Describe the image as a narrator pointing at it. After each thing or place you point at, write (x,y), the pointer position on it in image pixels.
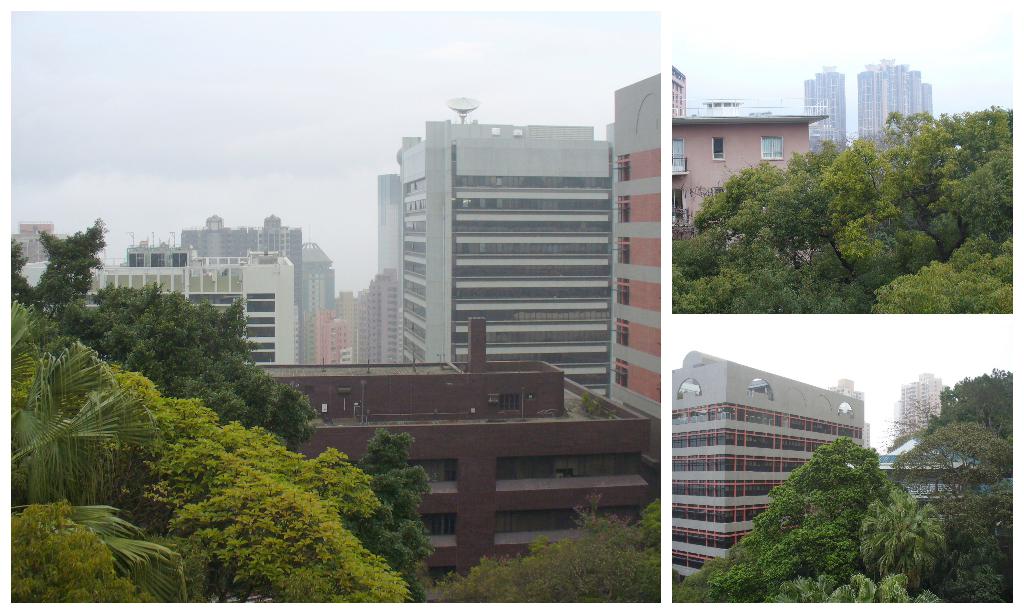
This is the collage of three images where we can see buildings (758,462) and trees (889,494). The sky (577,72) is covered with clouds (850,350).
